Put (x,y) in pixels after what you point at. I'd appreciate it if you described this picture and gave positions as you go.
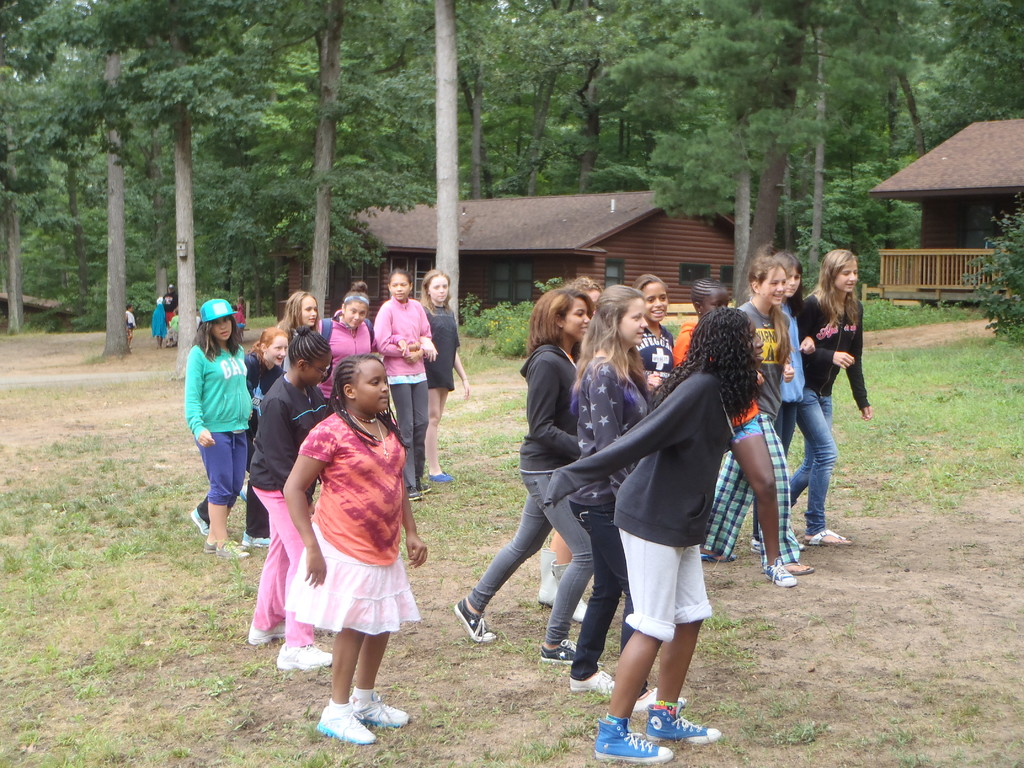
In this picture, there are group of people (670,449) in the center (579,443). There is a girl (385,475) in orange top (343,454) and white skirt (363,579) and facing towards the right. Before her, there is another woman (708,456) wearing a black jacket (705,474) and white short (698,596). Behind them there are people (581,334). In the background (111,273) there are houses (694,228) and trees (652,147).
